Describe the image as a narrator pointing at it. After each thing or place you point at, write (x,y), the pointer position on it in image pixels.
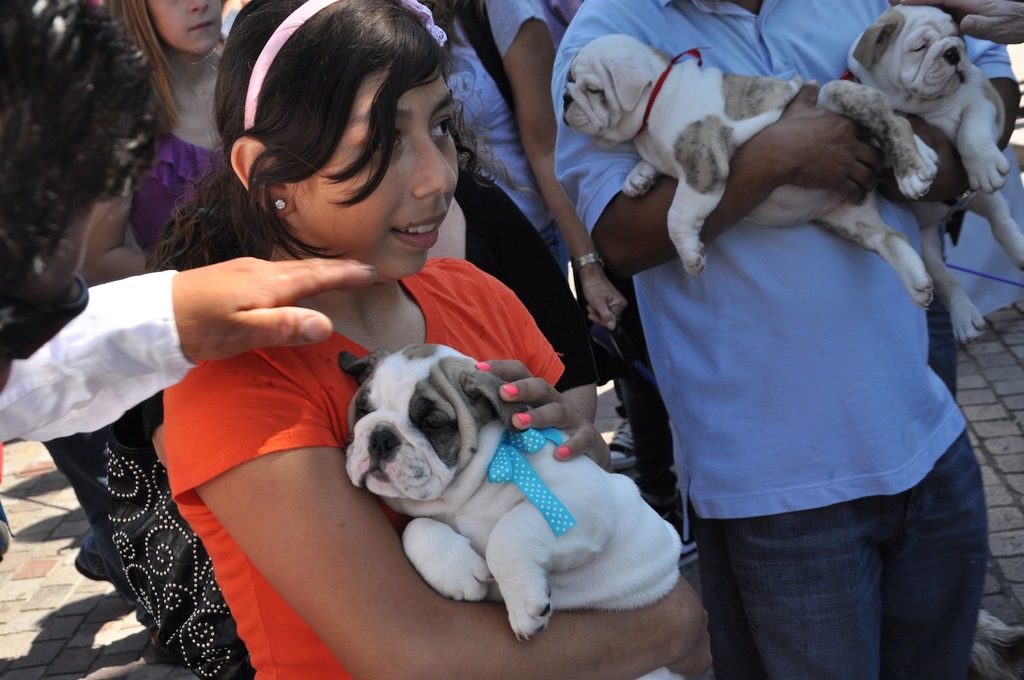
Image i can see few persons (488,160) standing here a child (425,195) is standing and holding a dog (482,464), beside a child (498,328) the person (660,326) is standing and holding two dogs (750,129) in his hands (822,176).
